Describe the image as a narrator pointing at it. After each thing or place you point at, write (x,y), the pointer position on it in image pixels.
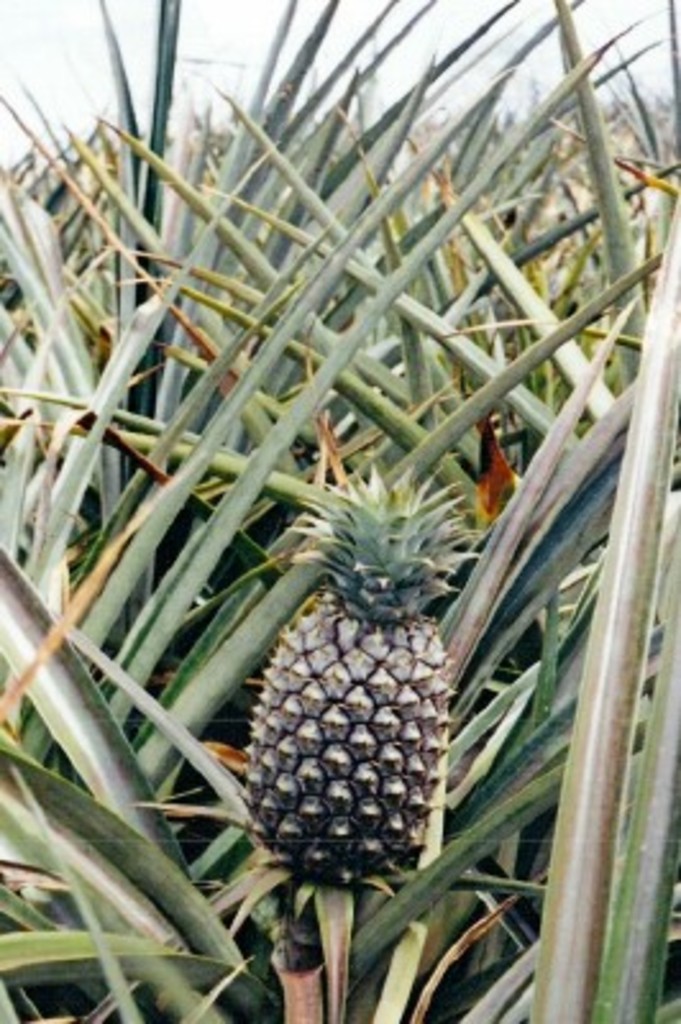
In this image I can see grass (28,547) and I can see a pineapple (376,539) visible on grass (483,530).
